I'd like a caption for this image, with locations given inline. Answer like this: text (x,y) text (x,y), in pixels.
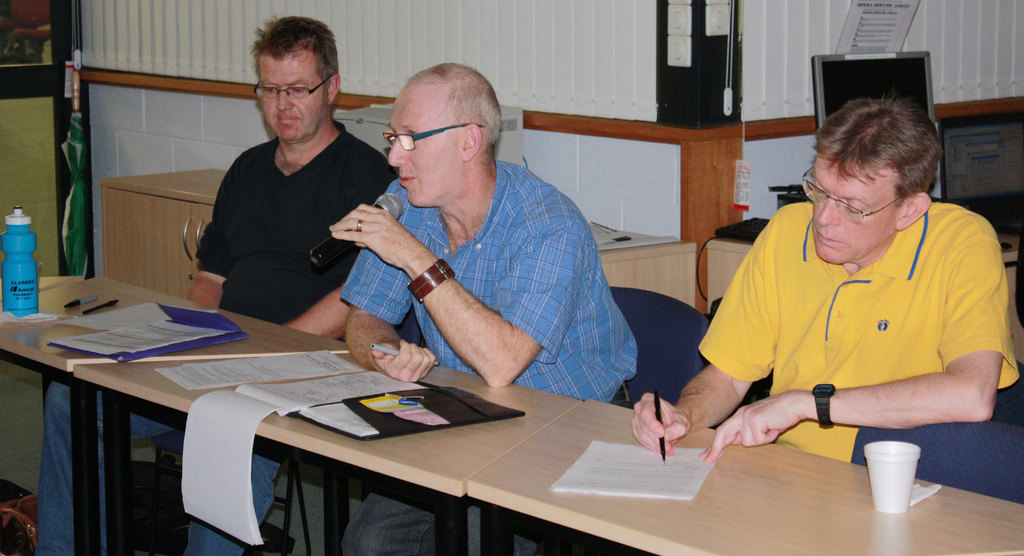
In this image, There are some table (795,524) which are in yellow color, There are books (325,397) and there are some people (768,405) sitting on the chairs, In the background (875,94) there is a computer (850,94) which is in black color, There is a wall (519,53) of white color, In the left side of the image (17,254) on the table (52,292) there is a bottle (5,273) in blue color.
